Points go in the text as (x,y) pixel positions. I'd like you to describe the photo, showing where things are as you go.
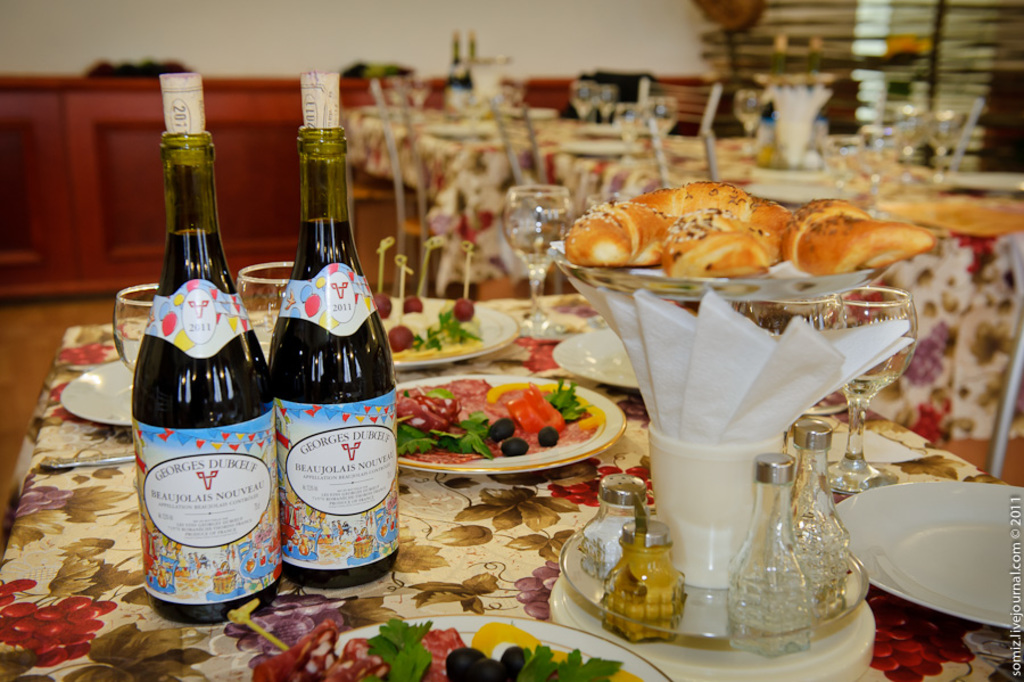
There are two wine bottles (339,419), glasses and some eatables (429,324) in plates (556,417) arranged on a table (540,355).
